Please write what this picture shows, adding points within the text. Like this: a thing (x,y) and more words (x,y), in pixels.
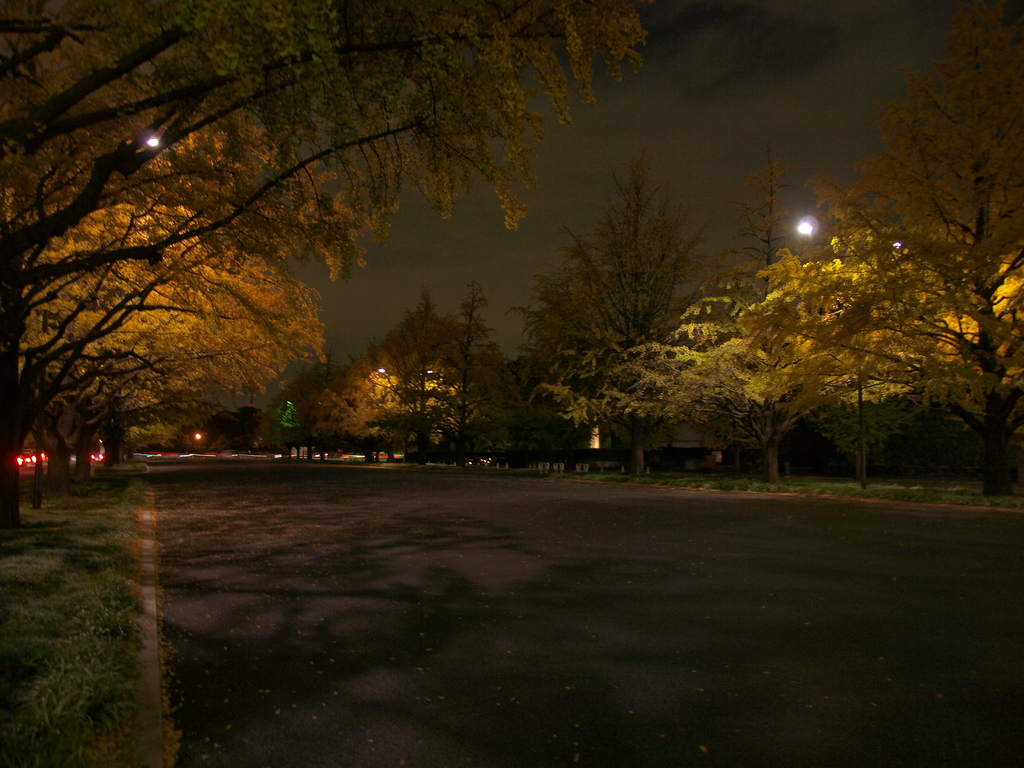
This picture is taken during night, in the picture there is a road (571,487) and there is the sky (802,99) and lights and grass (135,574) visible.
